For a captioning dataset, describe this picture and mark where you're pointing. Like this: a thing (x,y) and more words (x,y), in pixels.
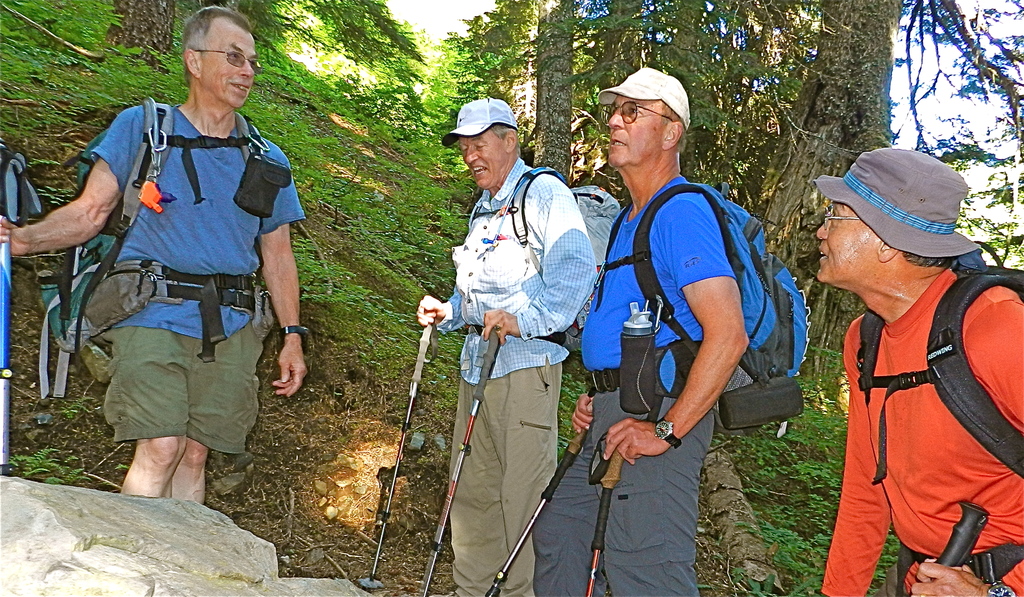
In this picture we can see some old men (199,239) standing in the forest (325,372) with backpack (751,339) on the back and trekking sticks (403,430). Behind there are some trees (700,65).
